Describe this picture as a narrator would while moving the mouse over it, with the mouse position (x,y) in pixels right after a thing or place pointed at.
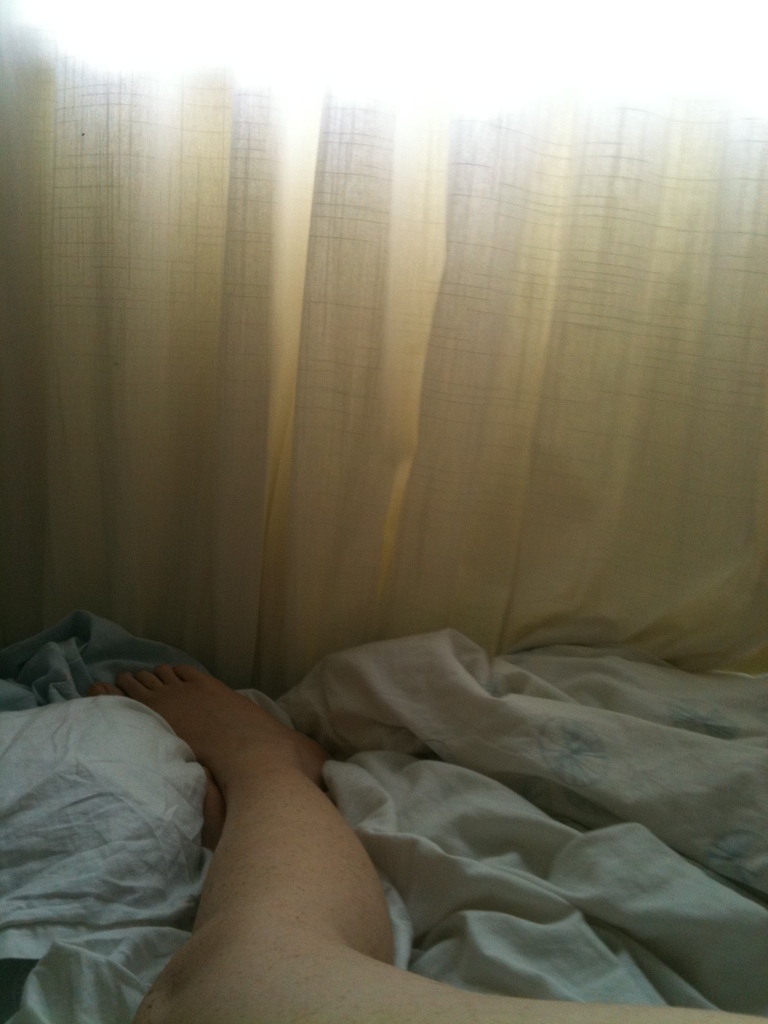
In this image we can see the legs (357,853) of a person (357,853) and a blanket (462,860). On the backside (371,296) we can see a curtain (363,369).
